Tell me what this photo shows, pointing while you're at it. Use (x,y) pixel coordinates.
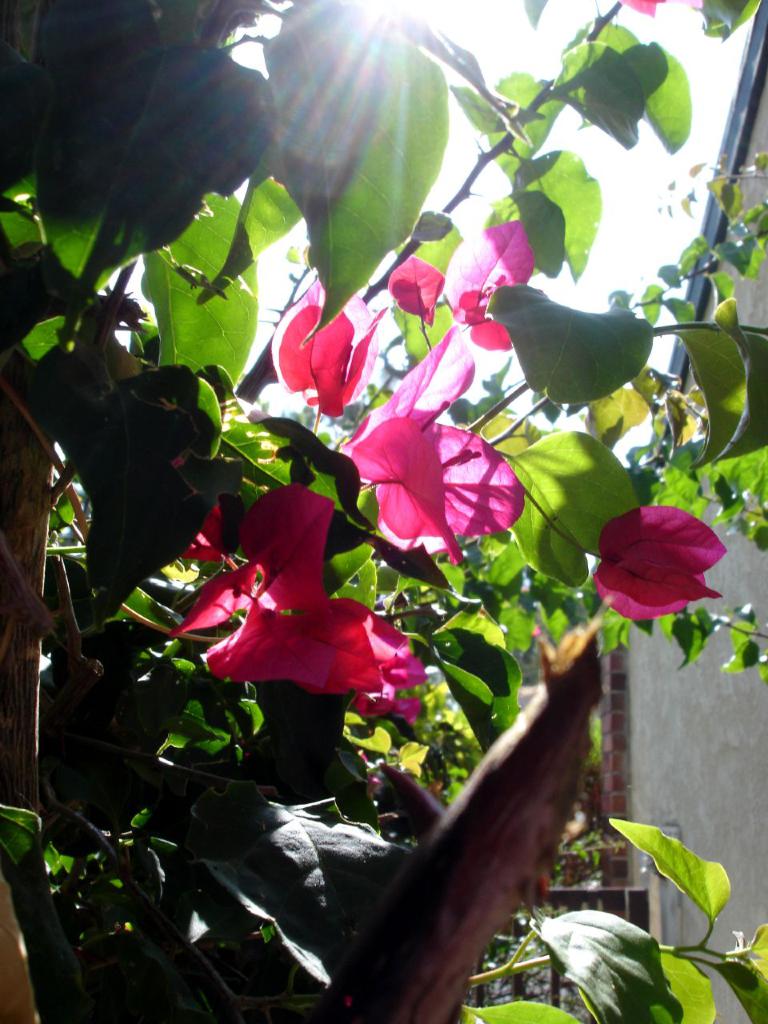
In this picture we can see flowers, leaves (285,226) and stems (499,914). In the background of the image (693,735) we can see wall (699,767).
